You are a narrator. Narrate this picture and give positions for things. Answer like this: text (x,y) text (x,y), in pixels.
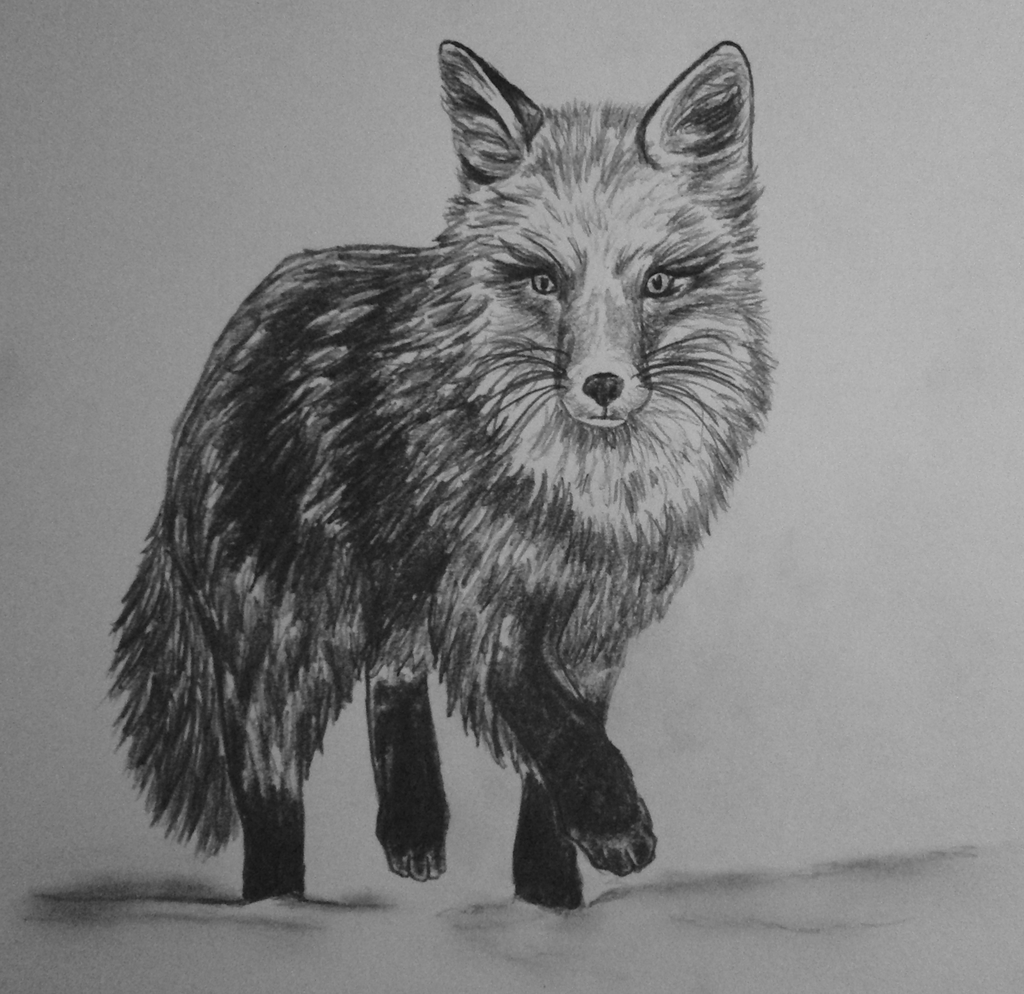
In this picture I can observe sketch (394,410) of an animal (483,551). It is looking like a fox (575,457). This is a black and white image.
